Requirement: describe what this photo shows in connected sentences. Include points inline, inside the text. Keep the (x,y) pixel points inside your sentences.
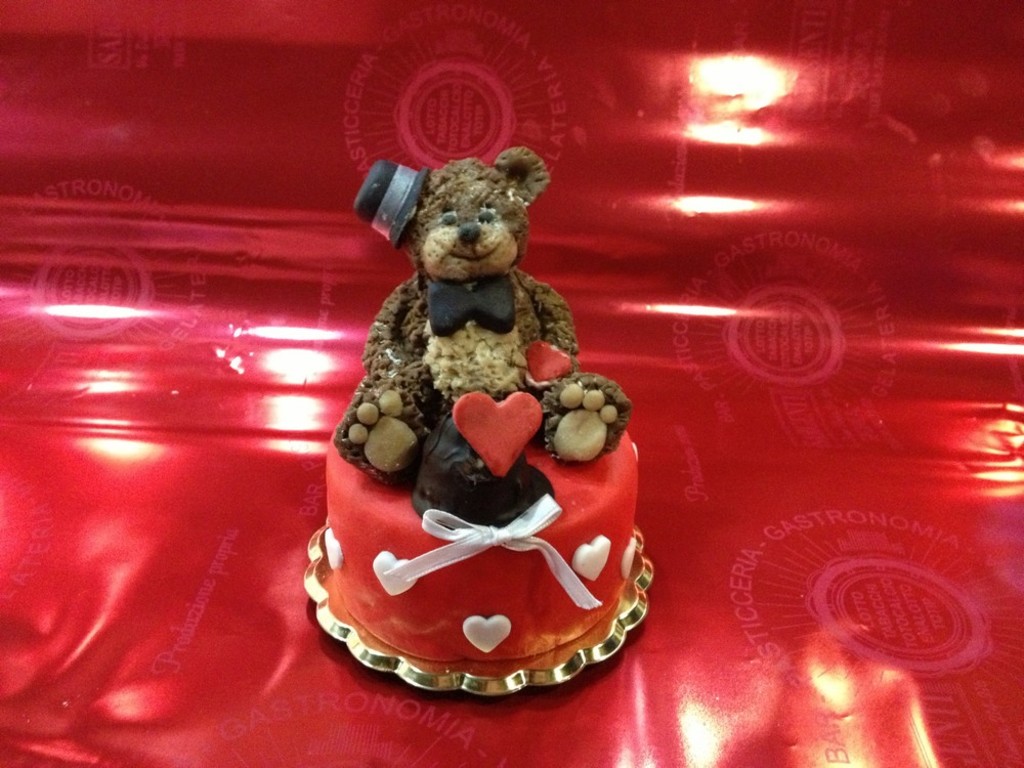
In this image there is a teddy bear (487,366) on the cake (427,588).
